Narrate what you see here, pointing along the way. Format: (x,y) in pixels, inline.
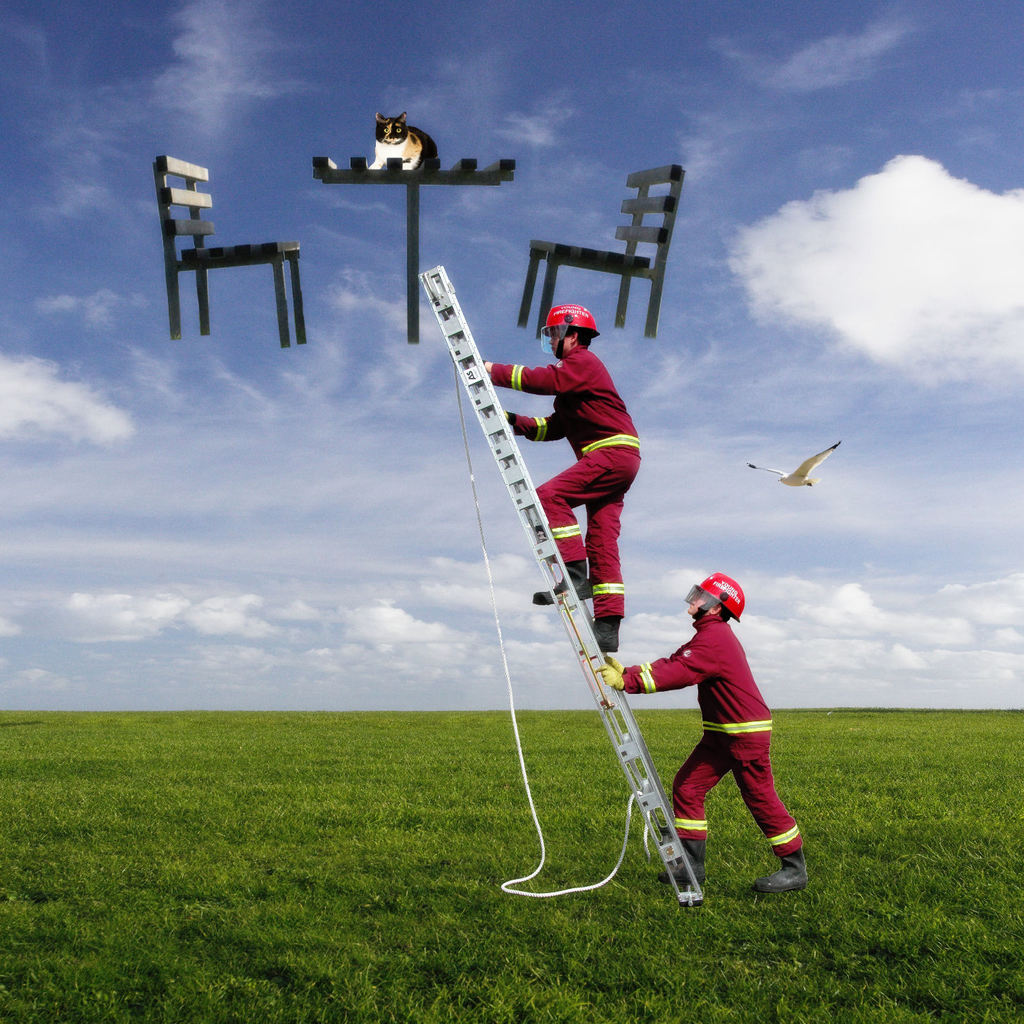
In this image I can see two people (745,681) holding the ladder (648,778) and there is a rope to it. I can see two chairs (543,305) and table (409,191) in the air (387,199). I can see the cat (414,145) on the table (432,161). In the background (487,494) I can see the clouds (463,559) and the sky (432,434). I can see the bird (810,479) in the air (744,500).
